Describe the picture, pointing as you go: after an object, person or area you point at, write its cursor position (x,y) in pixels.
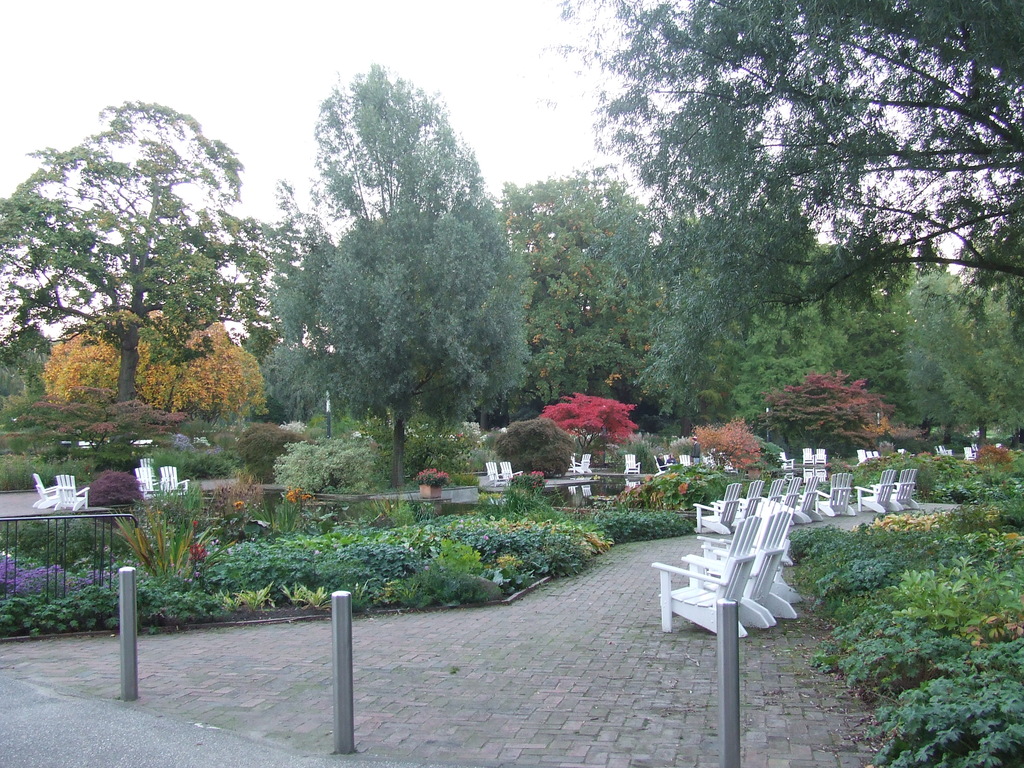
In this image there are trees (493,383), plants (621,456), flowers (42,572), chairs (34,478) are arranged in the path (494,741) and there are a few rods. In the background (221,92) there is the sky (392,70).
